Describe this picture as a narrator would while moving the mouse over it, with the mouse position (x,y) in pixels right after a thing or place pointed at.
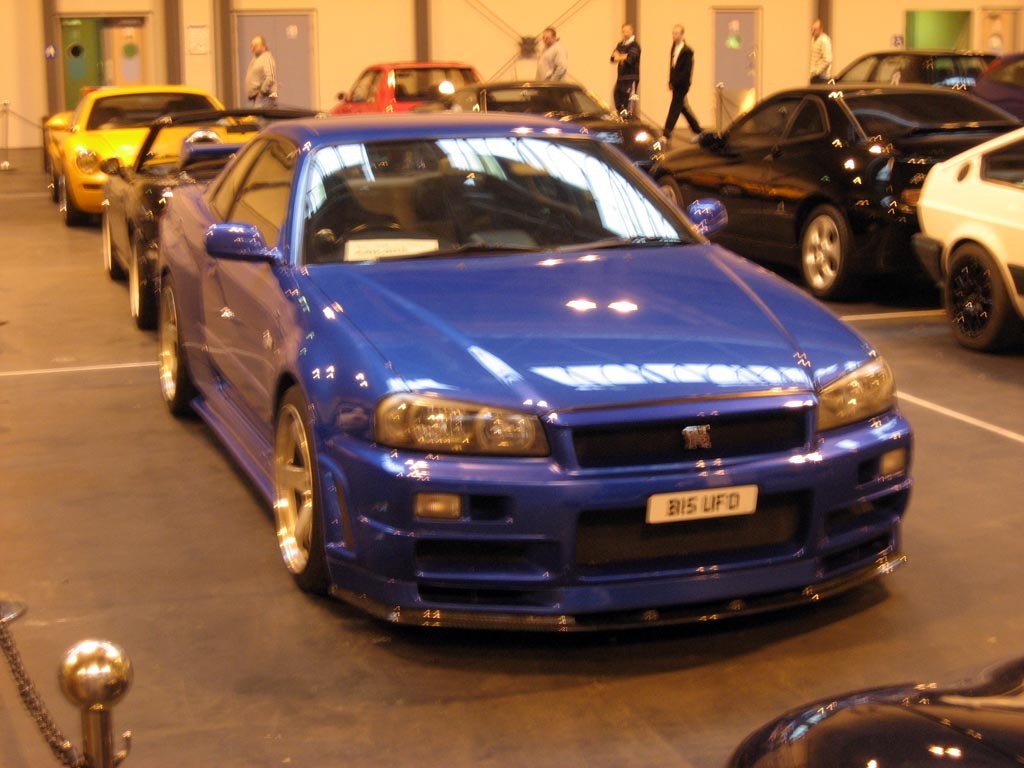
In the image there are many cars (464,365) on the floor (140,583) and in the back (626,51) there are many people (263,71) walking inside the building (260,13).
